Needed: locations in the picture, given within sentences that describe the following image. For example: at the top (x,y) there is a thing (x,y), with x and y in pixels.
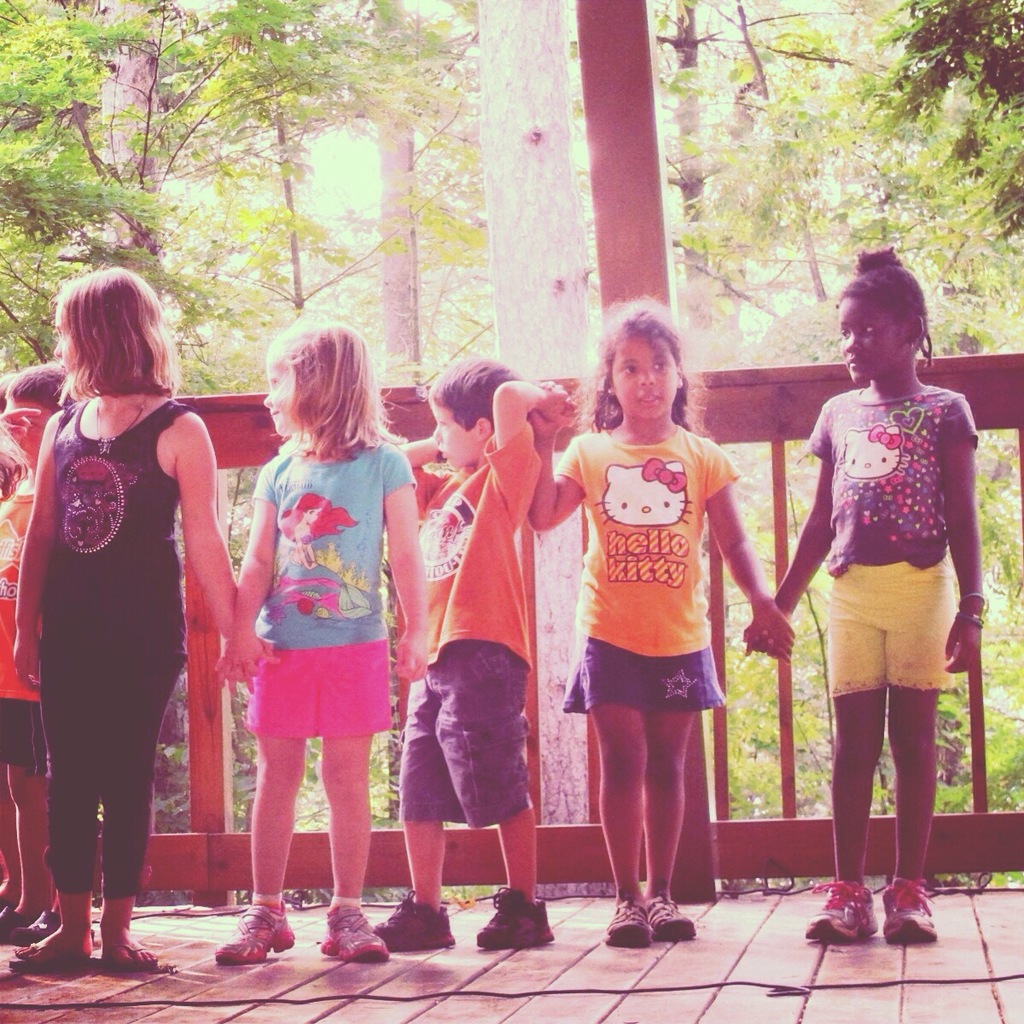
Here we can see few kids (265,639) standing on the floor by holding their hands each other and there is a cable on the floor (227,928). In the background (224,879) we can see fence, trees (773,131) and sky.
